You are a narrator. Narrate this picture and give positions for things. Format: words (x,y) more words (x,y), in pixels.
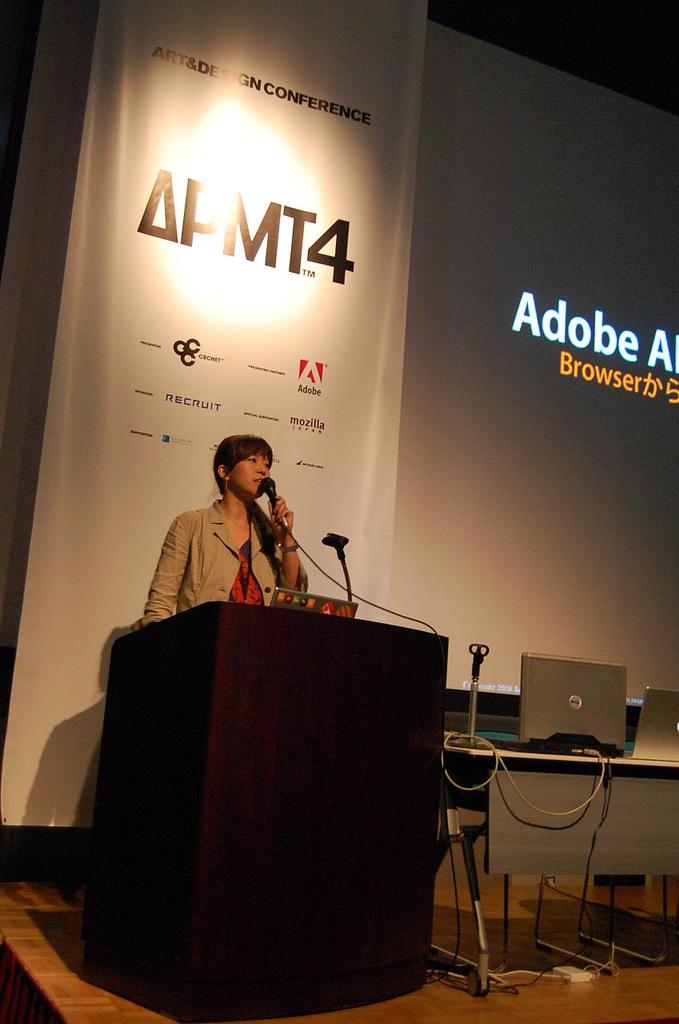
In this picture there is a woman (203,590) and she is standing behind a podium (282,679). She is holding a mike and she is wearing a cream jacket (229,558) and red dress (248,584). Towards the right (623,785) there is a table (573,768), on the table (559,757) there are two laptops (674,752) and wires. In the background (474,419) there is a screen (493,254) and a banner (105,315). On the background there are some text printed on it.
